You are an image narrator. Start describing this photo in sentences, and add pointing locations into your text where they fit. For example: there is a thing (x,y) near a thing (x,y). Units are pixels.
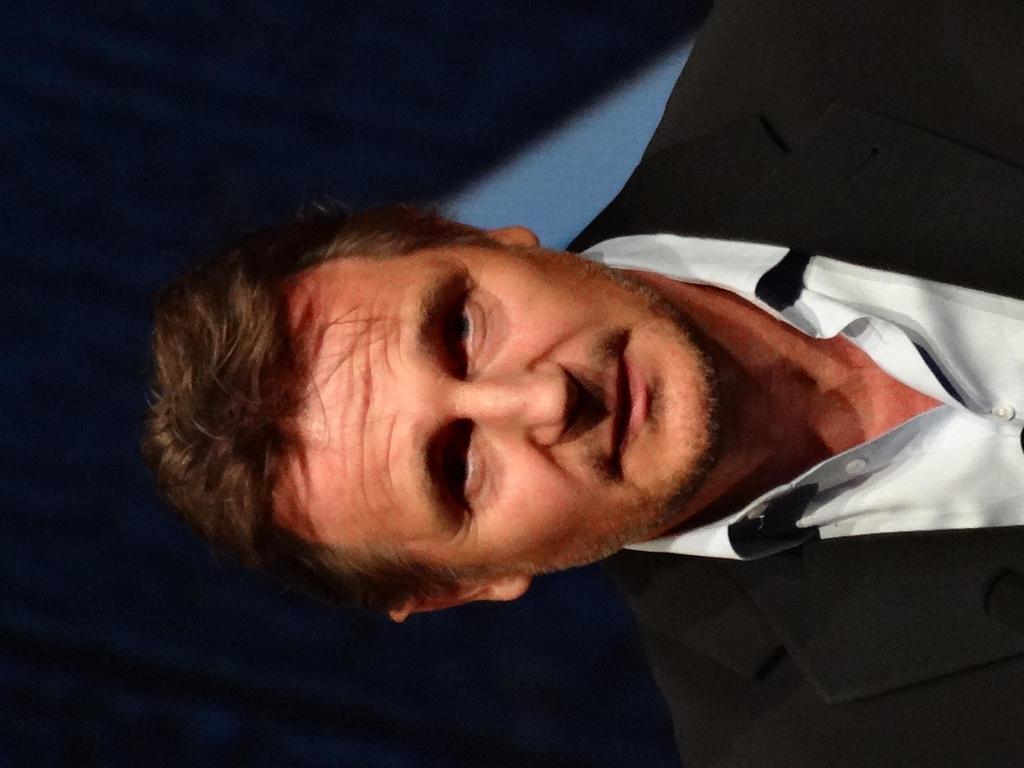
In this picture we can see a man (948,591) wore a blazer (867,115) and smiling and in the background (153,218) we can see a curtain (143,362).
